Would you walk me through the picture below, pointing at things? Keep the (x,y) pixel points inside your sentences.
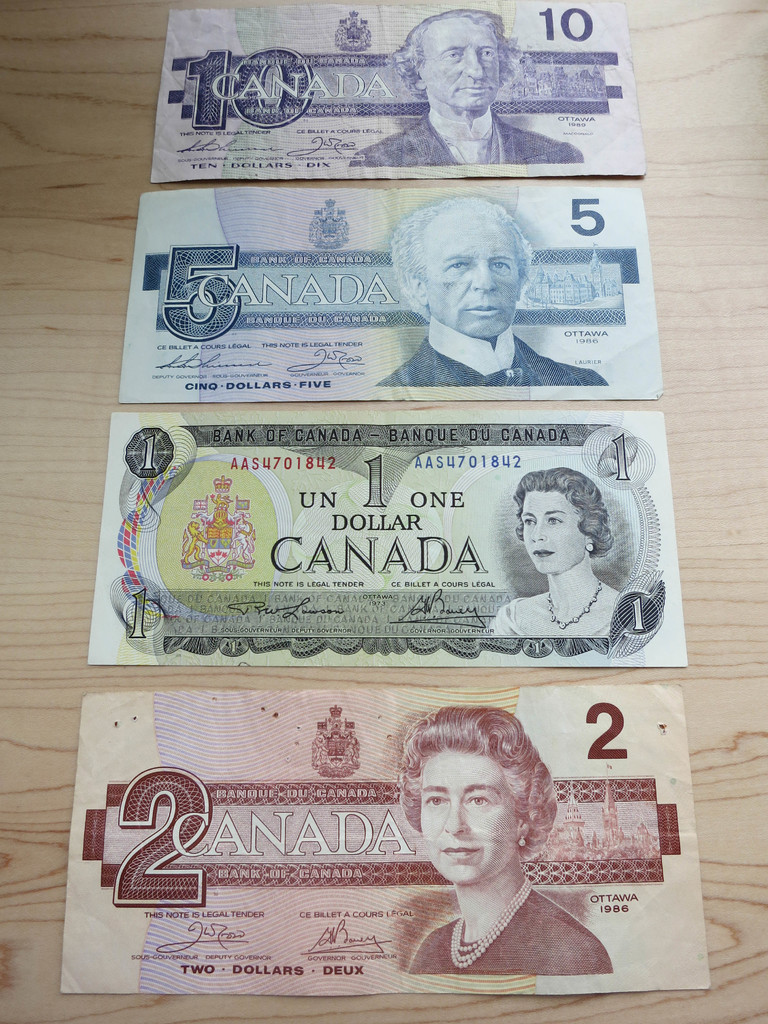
In this image I can see few currency notes (251,395). On these notes (370,22) I can see something is written.
